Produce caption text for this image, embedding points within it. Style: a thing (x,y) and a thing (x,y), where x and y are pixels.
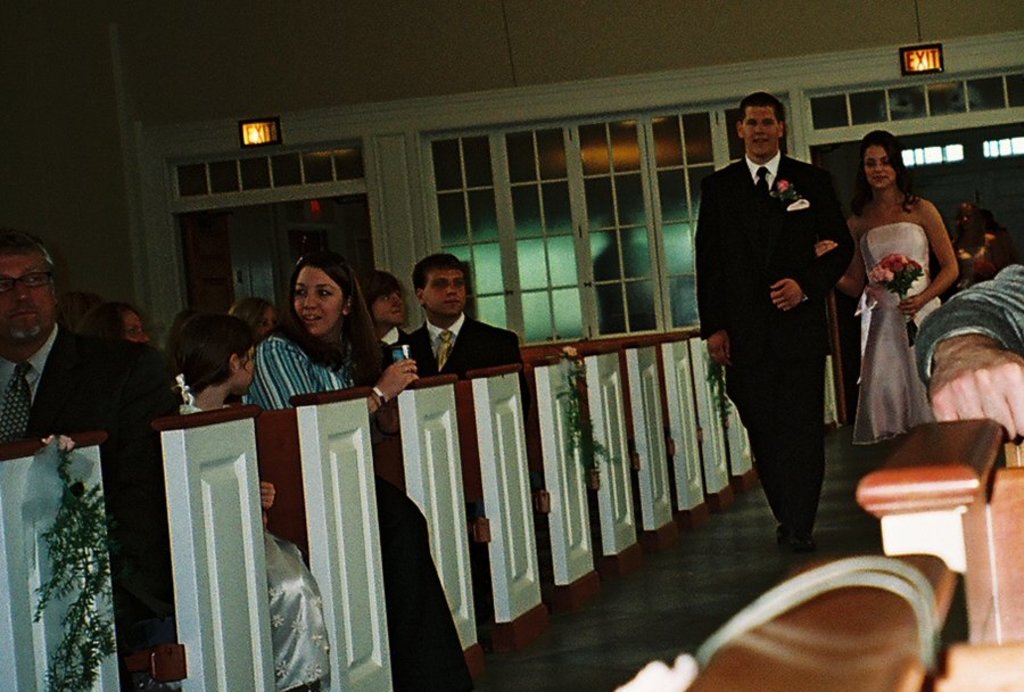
There are group of people (89,366) sitting on the bench (361,403). And there is a bridesmaid (889,299) and groomsman (810,174) coming over. Bridesmaid (881,324) is holding a bunch of flowers (894,284) and walking along the pathway (623,673). There are lamps (254,142), exit lamps (923,68). And there is a window (615,302) behind them. And it seems like a church (490,403) where people (197,401) came to watch the wedding of the bride (855,236) and groom (813,247) as well.
